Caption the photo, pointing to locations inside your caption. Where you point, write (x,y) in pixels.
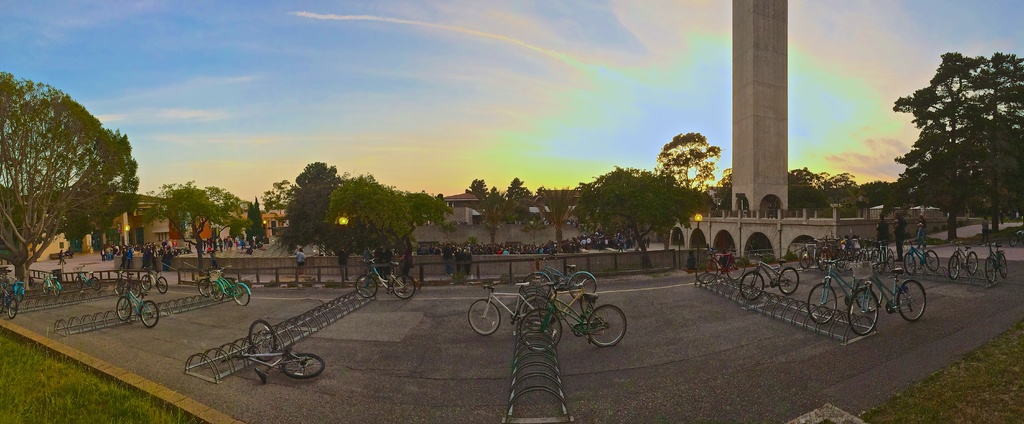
In this picture we can see bicycles (120,305) on the road (103,298), trees (18,204), grass (41,404), fence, tower (738,160), buildings (738,220) and a group of people (154,249) and in the background (292,71) we can see sky (458,40) with clouds (574,81).
